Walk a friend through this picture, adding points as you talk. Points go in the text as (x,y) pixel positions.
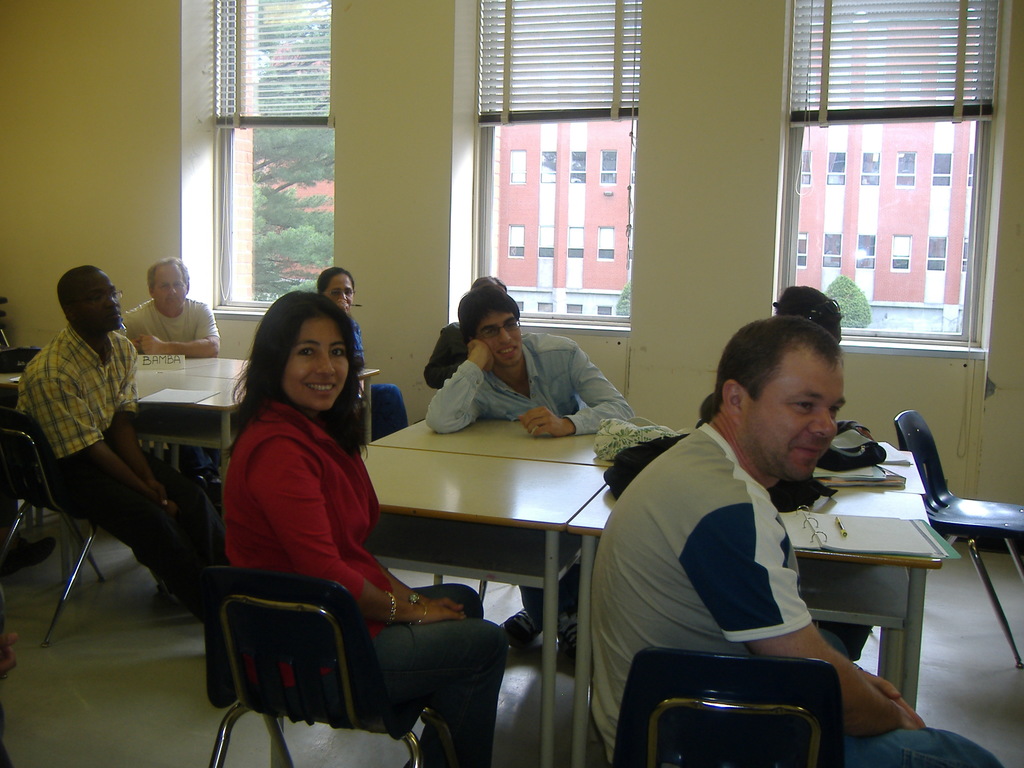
It is inside a room (106,112), there are multiple tables (546,491) and group of people (690,608) are sitting around the table (556,522), they are paying attention to something, on the table (527,572) there are books (916,524) and bags (801,503), the background (745,252) there are three windows (307,137) and the wall (687,179) is of cream color behind the window (515,156) there is a big building (581,188) and trees (297,154).
